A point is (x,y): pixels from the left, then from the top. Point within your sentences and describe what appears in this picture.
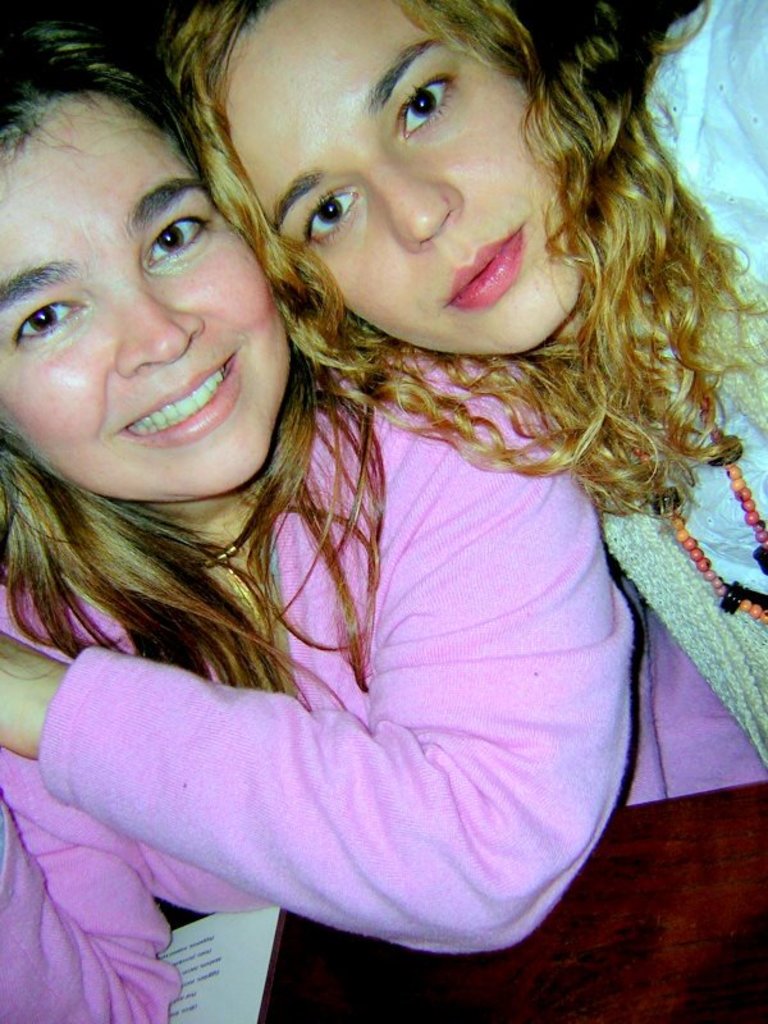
In this image we can see two ladies (356,800). At the bottom (727,900) there is a table (342,973) and we can see a paper (221,973) placed on the table (355,968).
